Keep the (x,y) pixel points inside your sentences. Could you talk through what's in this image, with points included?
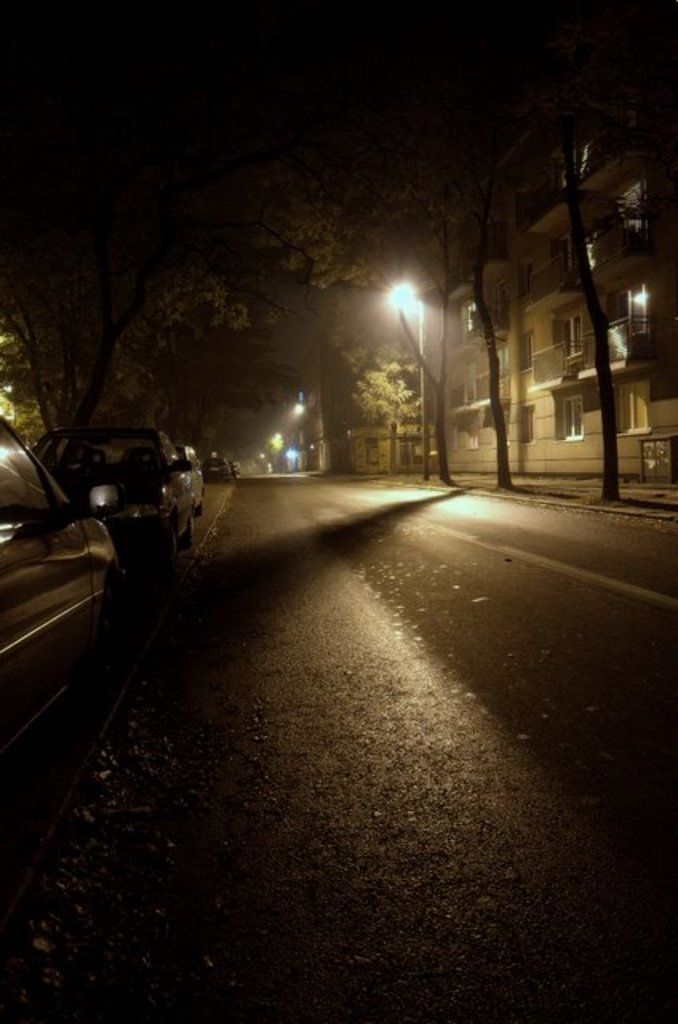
On the left (107,594) there are vehicles (105,601) on a footpath (155,608) and this is road (377,702). In the background (140,334) there are trees (387,378), lights (300,399), poles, buildings (456,368), fences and windows (564,249).
